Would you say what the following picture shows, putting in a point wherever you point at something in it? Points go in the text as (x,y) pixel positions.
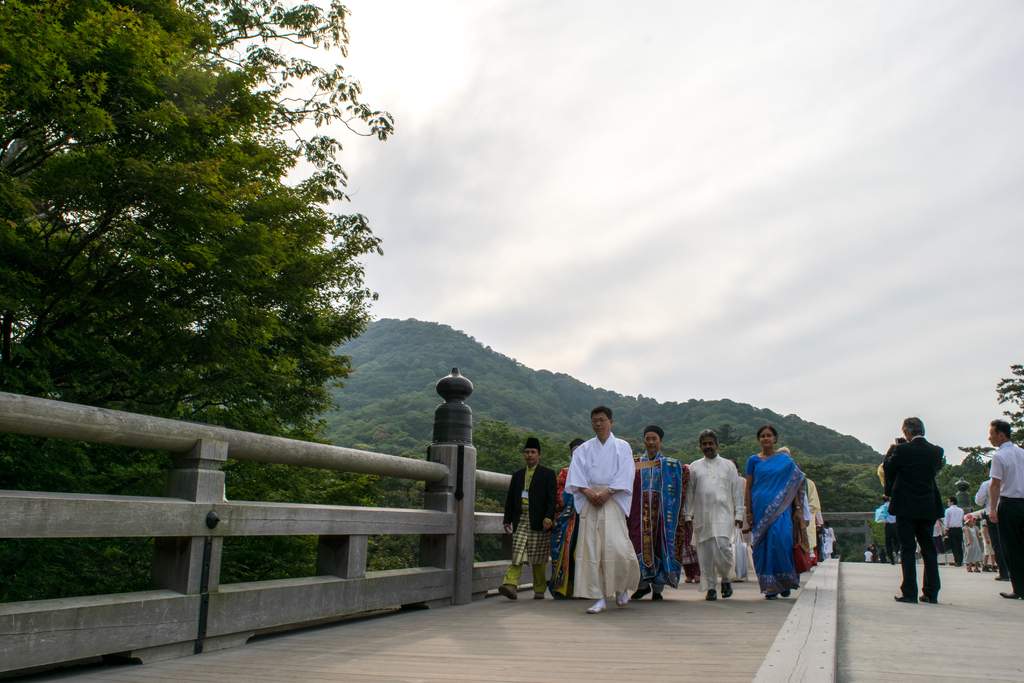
In the picture we can see a path (513,675) with railing (428,497) beside it and on the path (535,630) we can see some people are walking and coming and beside them, we can see some people (903,518) are standing and watching them and behind the railing (401,518) we can see, full of trees (414,543) and in the background (359,440) we can see hills (359,440) covered with trees (388,395) and plants (374,395) and behind it we can see the sky (686,282) with clouds (702,299).
